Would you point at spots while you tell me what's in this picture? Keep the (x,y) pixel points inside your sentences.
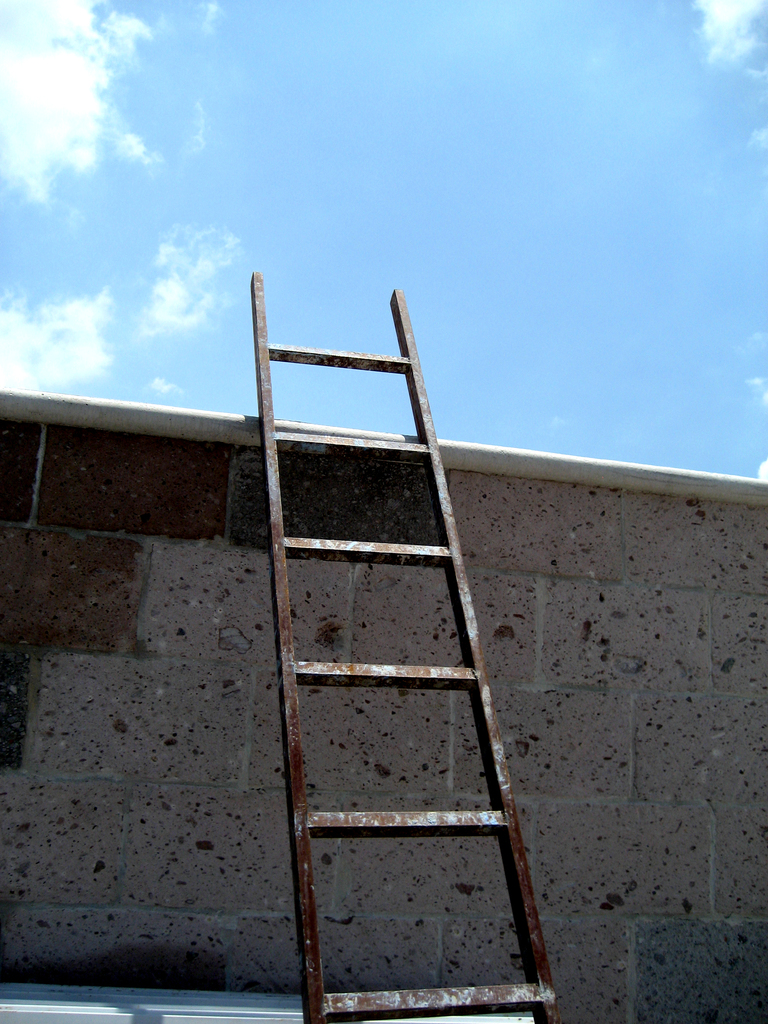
In this picture we can see a ladder (339,674) here, there is a wall (527,702) here, we can see the sky (477,125) at the top of the picture (423,128).
